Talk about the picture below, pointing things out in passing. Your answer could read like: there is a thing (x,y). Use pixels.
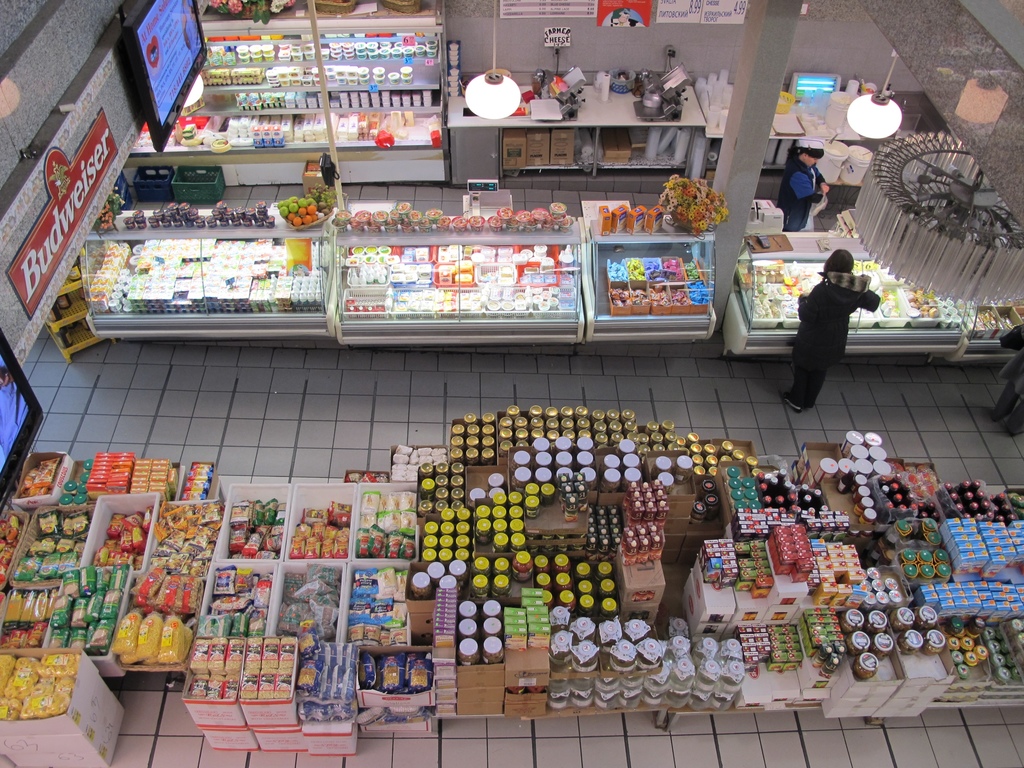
In the image we can see there are a few people (813,393) standing and wearing clothes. Here we can see the store (448,224), food items (492,249) and lights (864,118). Here we can see the floor (247,419), screen (170,74), board (82,193) and text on the board (67,188).
